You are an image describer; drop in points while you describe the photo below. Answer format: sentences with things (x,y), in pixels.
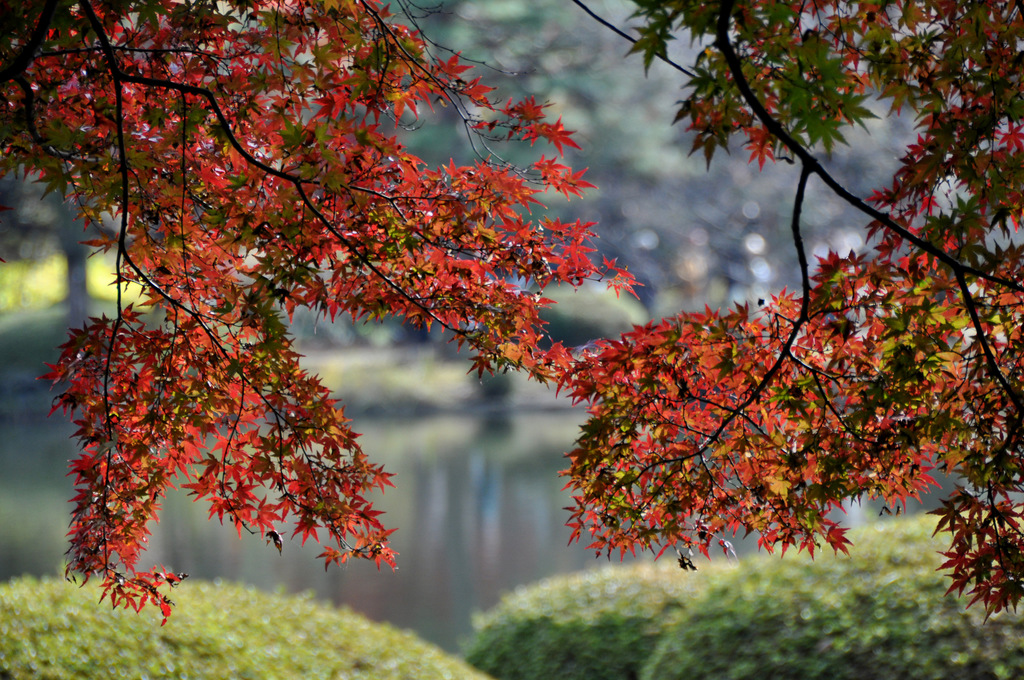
In this picture I can see trees (352,520), there is water (449,506), and there is blur background (676,130).
